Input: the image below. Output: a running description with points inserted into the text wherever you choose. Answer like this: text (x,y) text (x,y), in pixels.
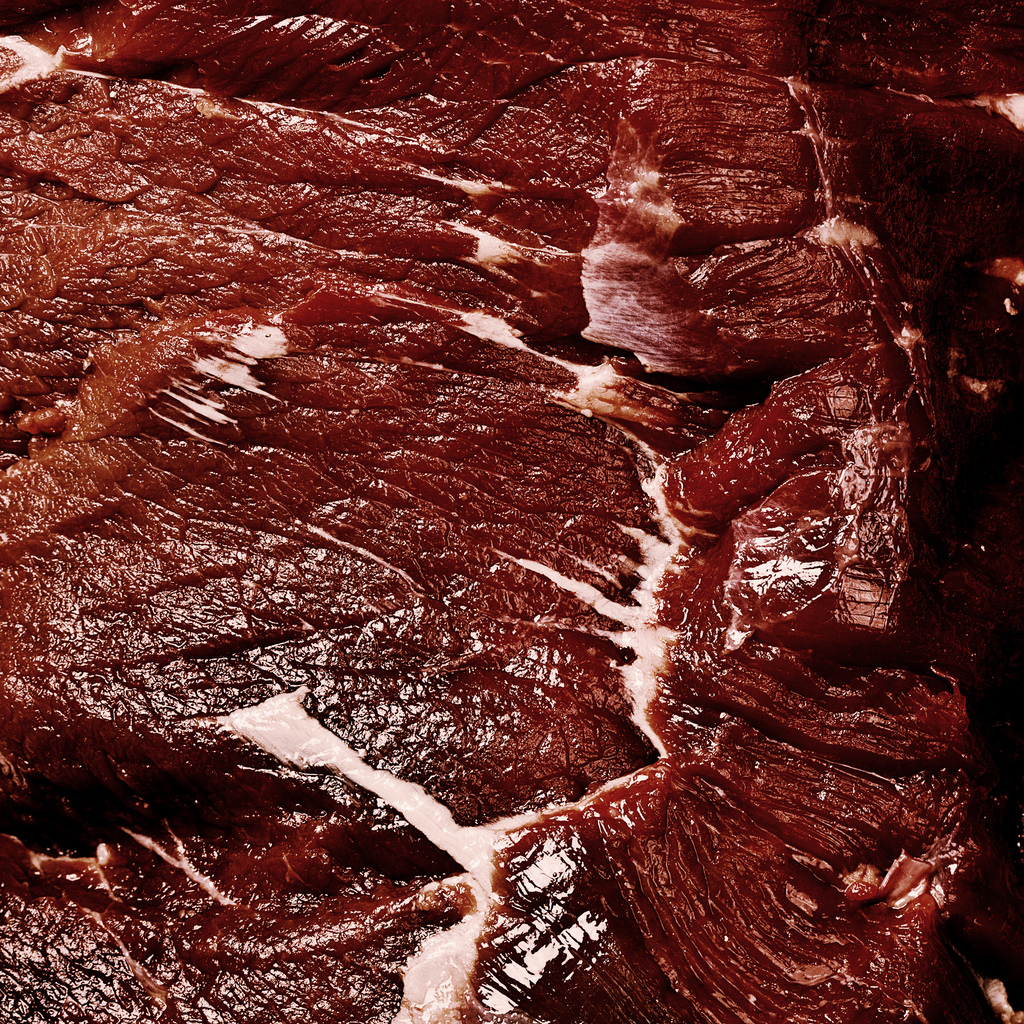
This image consist of meat (670,397) which is red in colour.
